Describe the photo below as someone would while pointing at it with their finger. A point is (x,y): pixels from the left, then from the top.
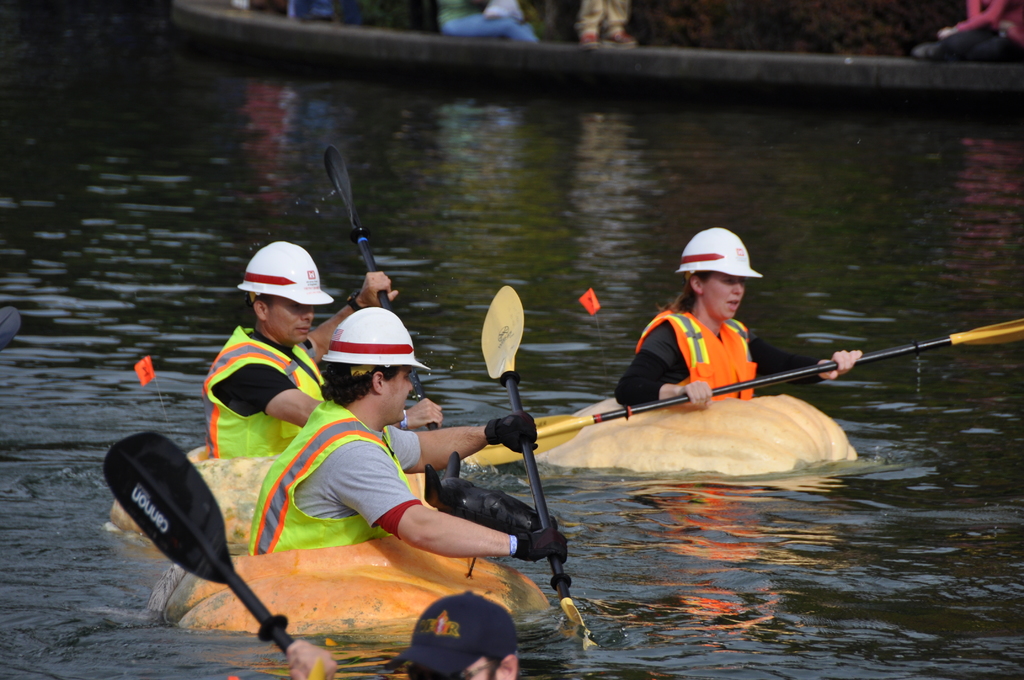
There are three people (260,304) riding boats (318,601) on the water (548,192) and wore helmets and holding paddles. Background we can see people (1007,21).
